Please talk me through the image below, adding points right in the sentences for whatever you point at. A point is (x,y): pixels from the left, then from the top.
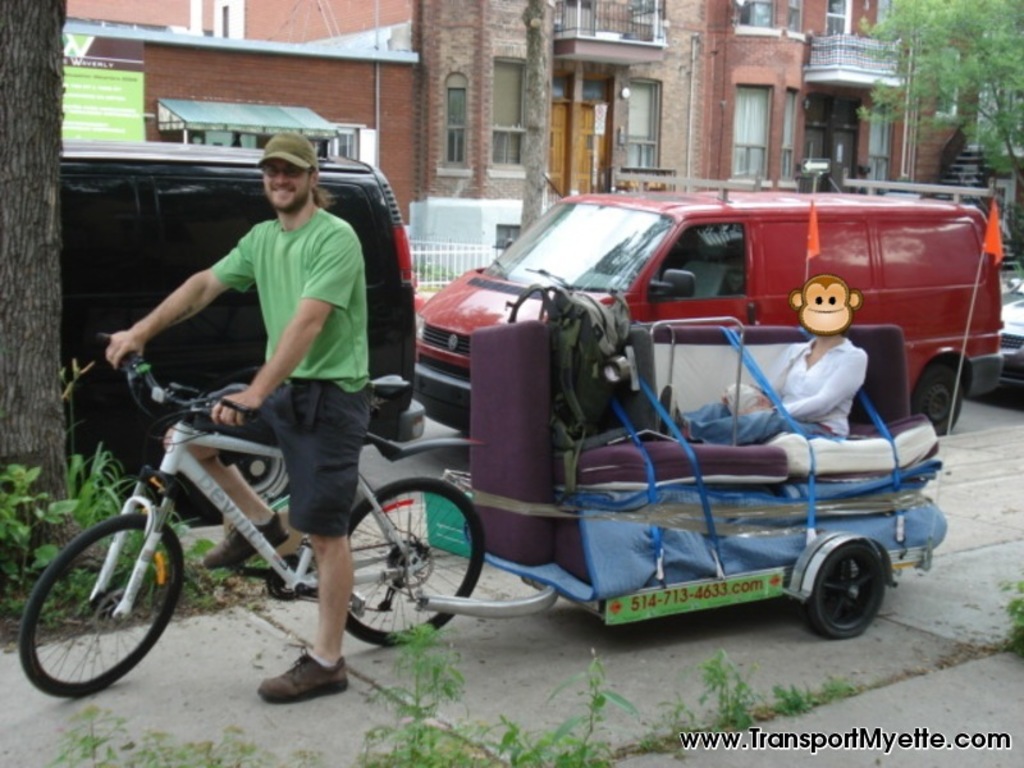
Here we see a man (203,299) riding a bicycle (203,489) and a cart (471,449) attached to it and we see some parked vehicles (467,315) on the road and a building (110,8) and a tree (888,119).
